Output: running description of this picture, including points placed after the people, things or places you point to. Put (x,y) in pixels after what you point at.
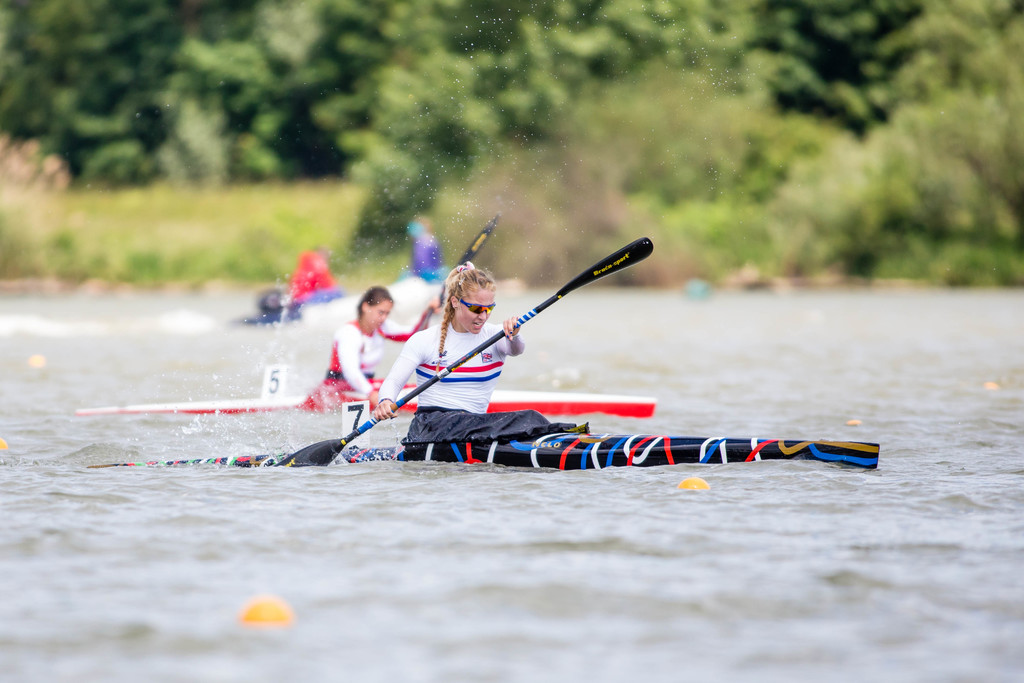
In this image I can see the water (432,609), few yellow colored objects (276,612) on the surface of the water (591,543) and few persons (475,379) in the boats (539,396) holding paddles (549,298) in their hands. In the background (531,135) I can see few trees (473,89) which are green in color.
